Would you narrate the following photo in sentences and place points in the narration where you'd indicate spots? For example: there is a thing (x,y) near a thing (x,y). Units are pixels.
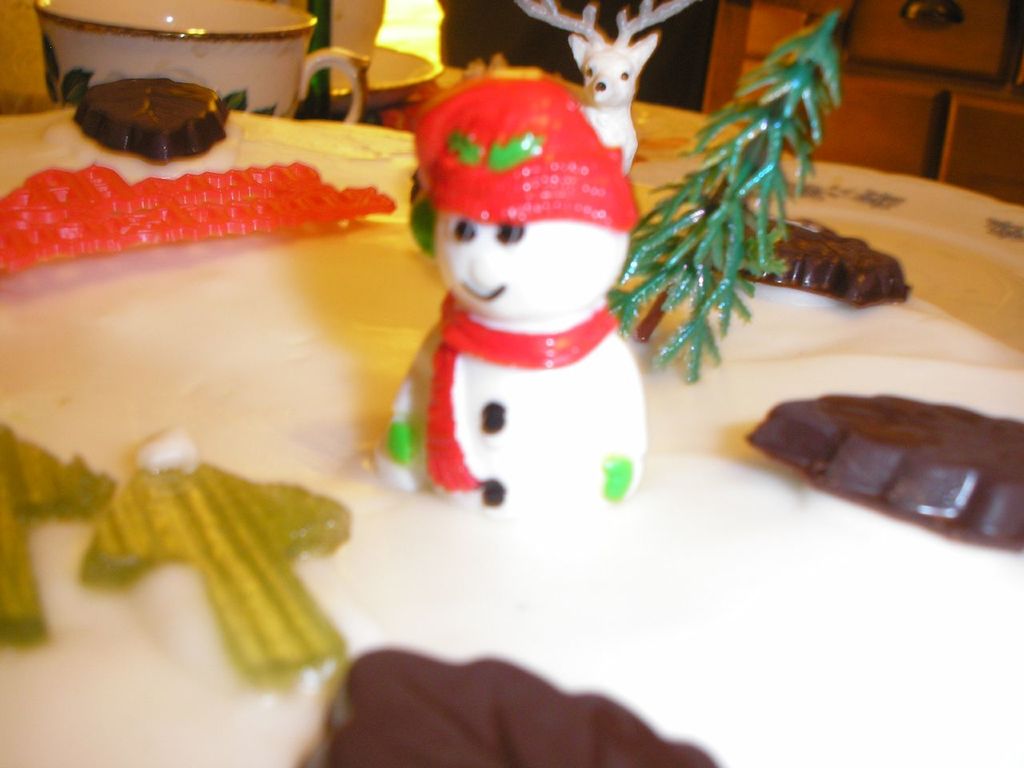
In this image I can see few toys (770,175) in the front (541,323). On the top left side of this image (262,98) I can see a cup (177,66).
